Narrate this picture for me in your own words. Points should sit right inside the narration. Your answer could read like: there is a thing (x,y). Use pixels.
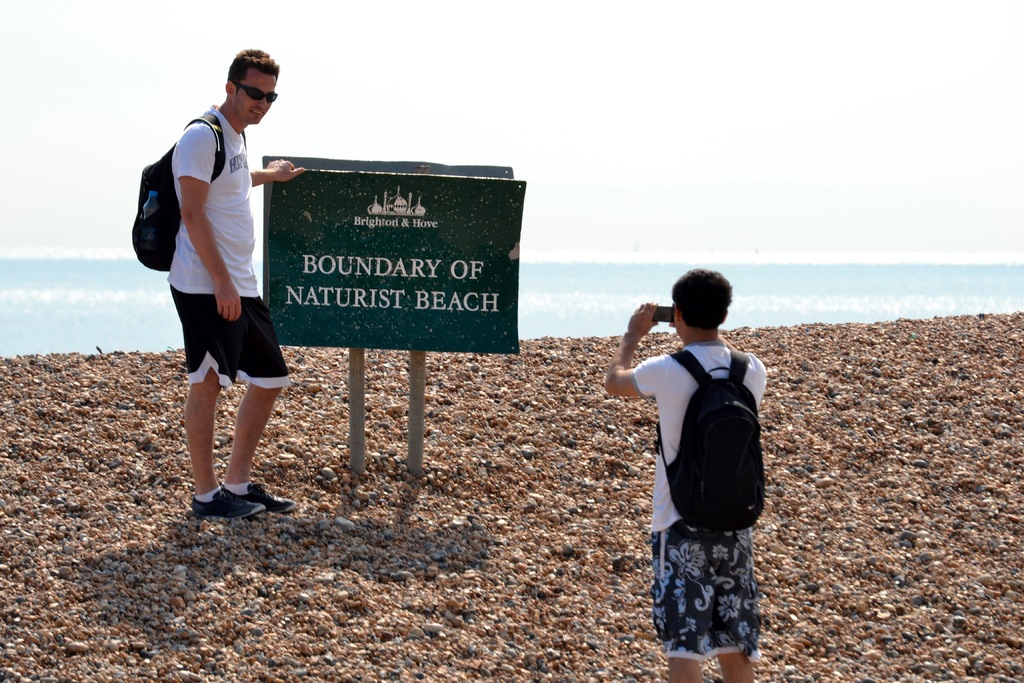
In this picture I can see 2 men (189,191) standing in front (195,343) and I see that both of them are wearing bags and the man (718,361) on the right (698,617) is holding an electronic device (665,320) and the man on the left (218,305) is near to a board (405,256) and I see something is written on it. In the background (12,148) I can see the sky (731,158) and I can also see the water (593,324).
